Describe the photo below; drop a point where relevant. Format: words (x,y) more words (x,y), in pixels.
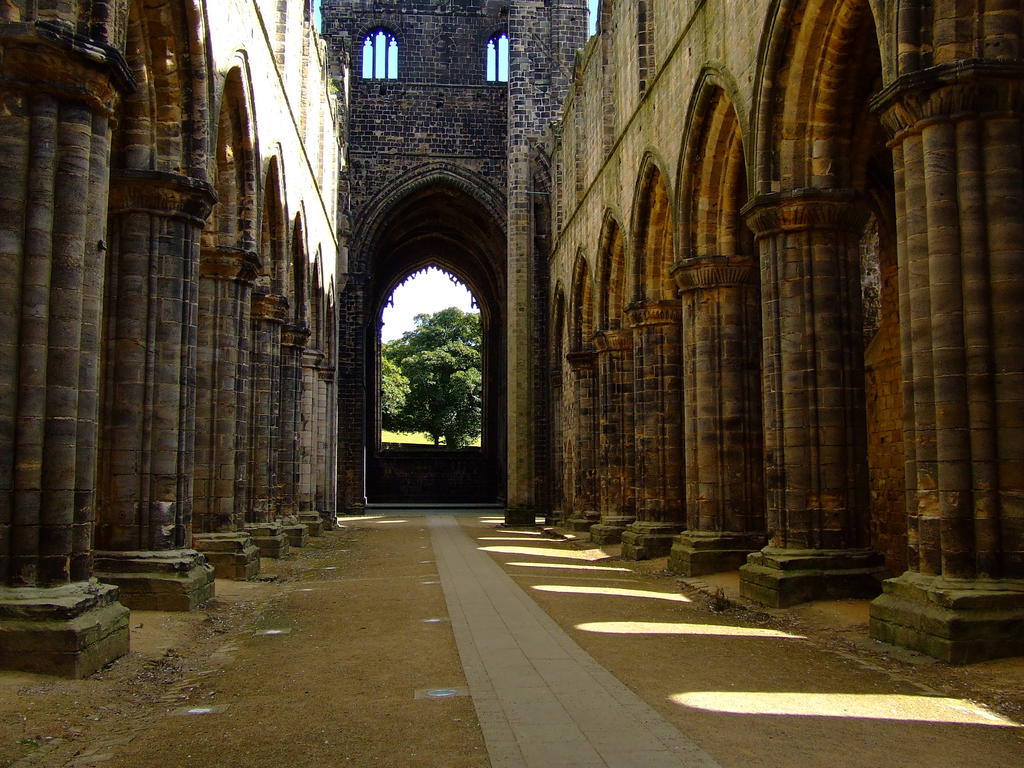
In the center of the image (497,479) there is a tower (364,25) and we can see pillars (696,348). At the bottom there is an arch (451,254) and we can see a tree (469,437). In the background (439,301) there is sky (389,325).
